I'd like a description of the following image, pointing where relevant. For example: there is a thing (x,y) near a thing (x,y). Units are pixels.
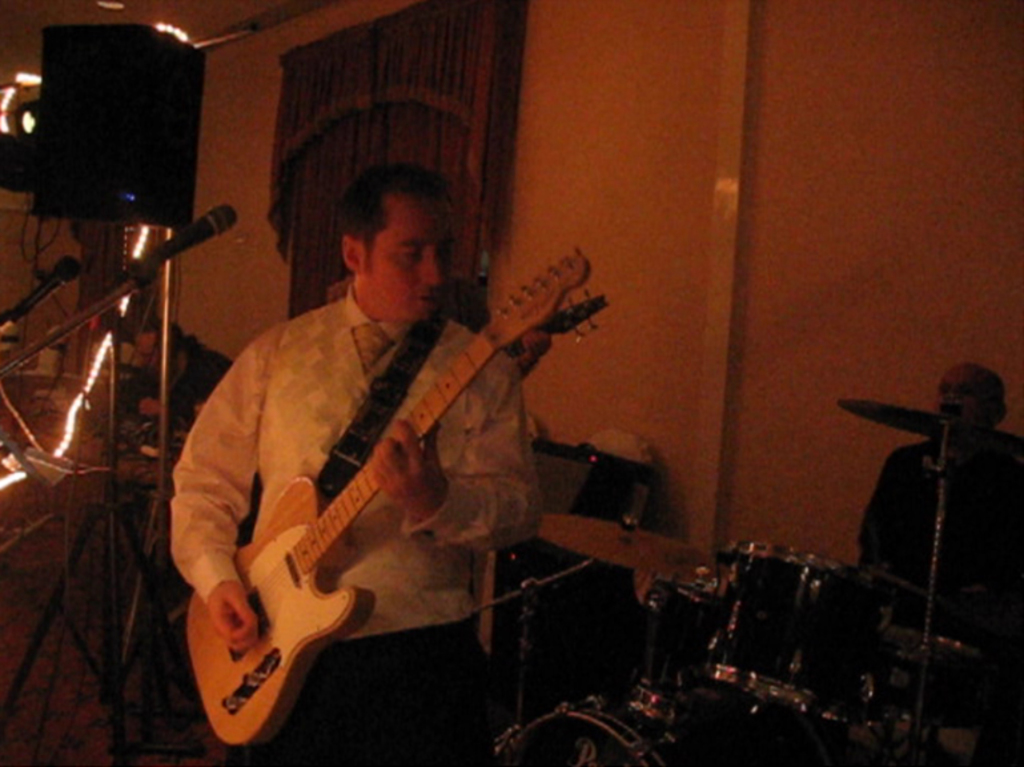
In this image i can see a man (355,520) is playing a guitar (348,622) in his hand (381,479) in front of a microphone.
